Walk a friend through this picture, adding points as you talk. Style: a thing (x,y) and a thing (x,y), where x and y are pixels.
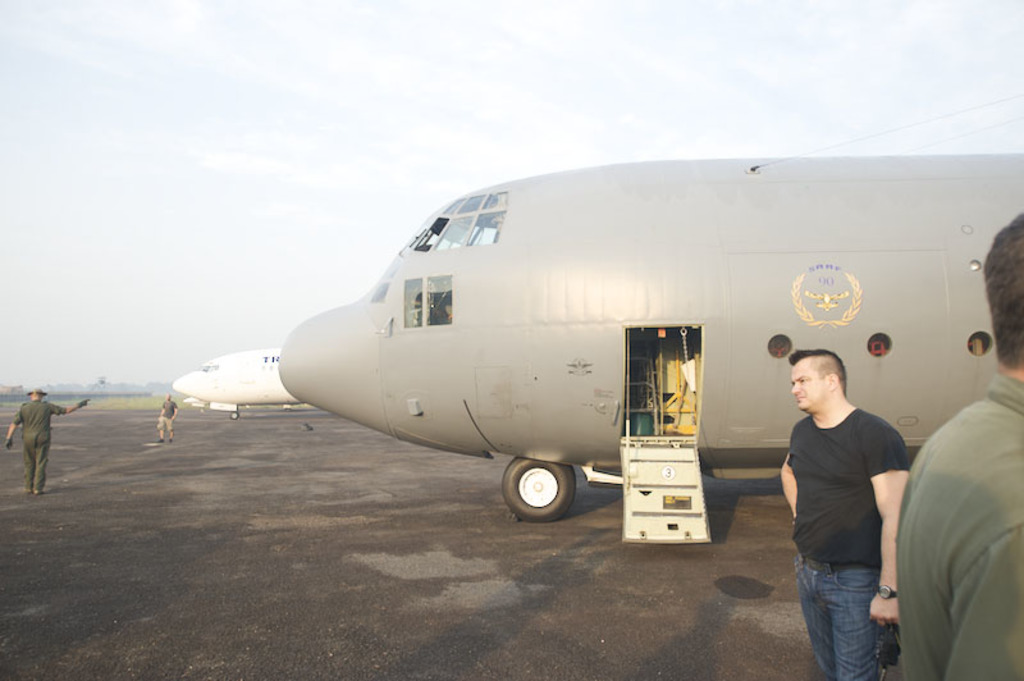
This picture is clicked outside and we can see the group of persons (807,459). In the center (494,346) we can see the airplanes (432,354) parked on the ground (683,554). In the background (371,118) we can see the sky (305,158) and we can see some other objects (48,395).
